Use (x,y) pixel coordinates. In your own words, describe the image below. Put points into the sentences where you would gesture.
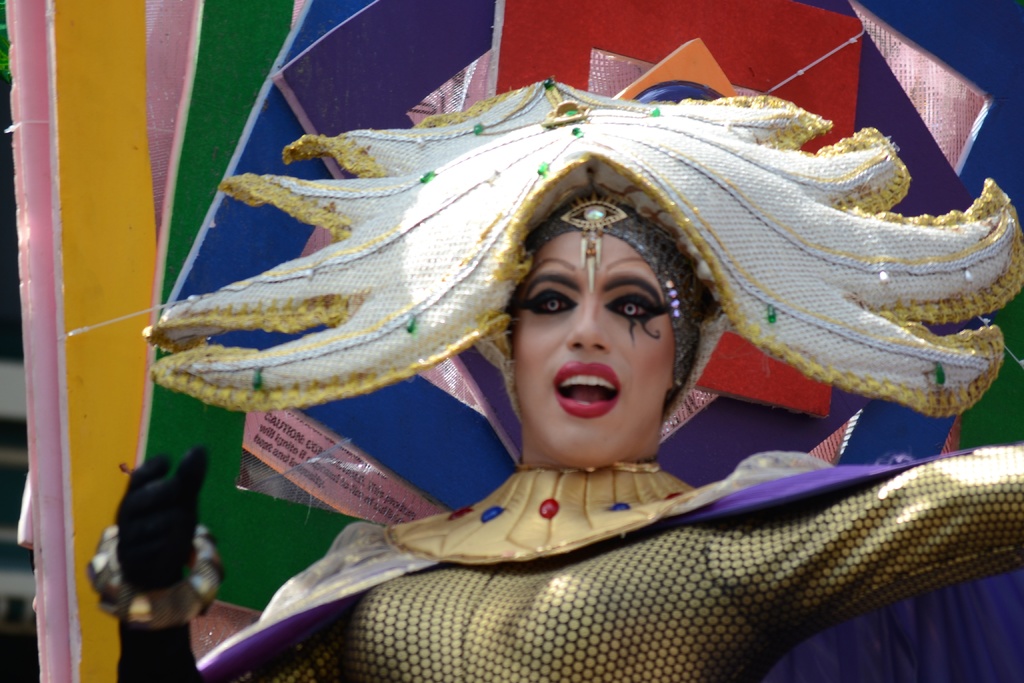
In this image is we can see a woman (540,265) is standing, she is wearing a costume (926,349), the background (163,18) is colorful.
